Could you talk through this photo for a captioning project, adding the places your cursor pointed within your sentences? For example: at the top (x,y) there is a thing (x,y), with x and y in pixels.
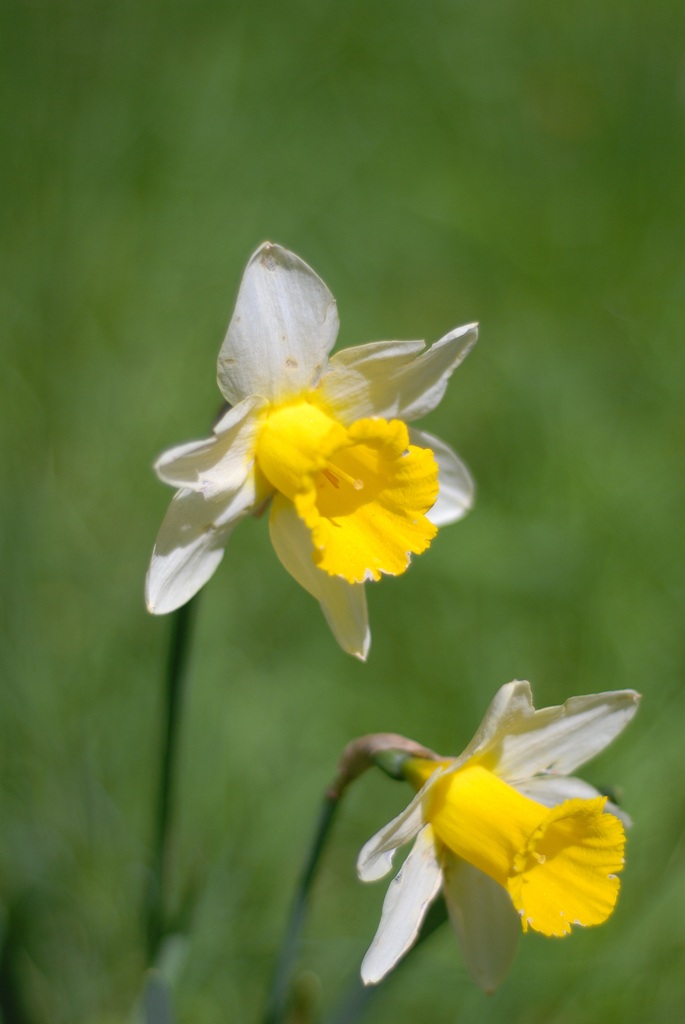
In this picture we can see few flowers (419,379) and blurry background (522,513).
